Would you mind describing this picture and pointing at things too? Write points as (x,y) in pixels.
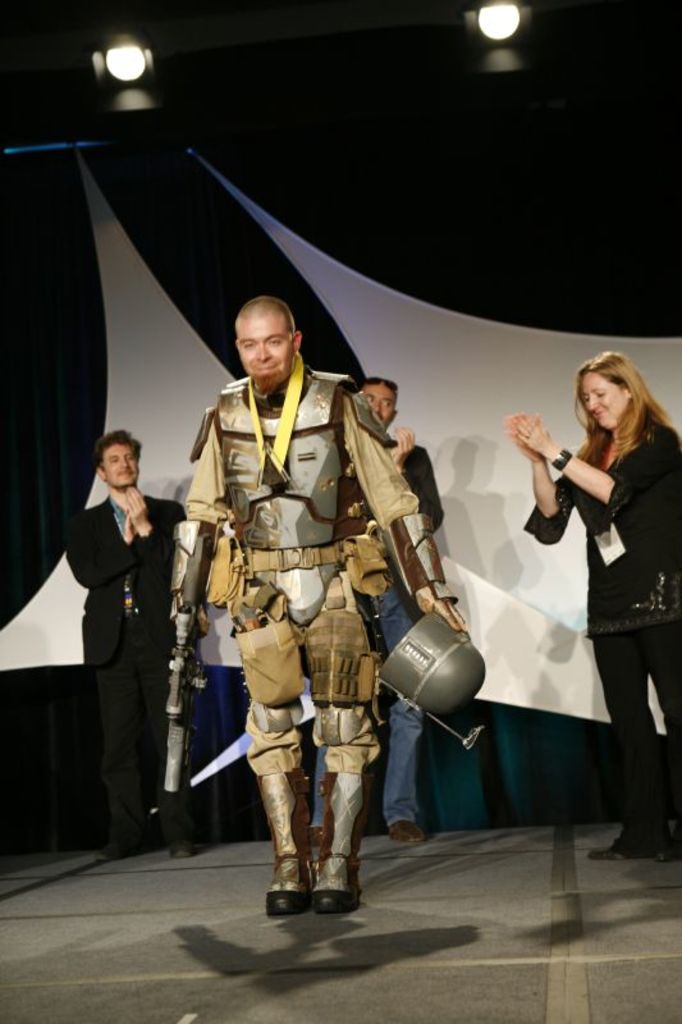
In this image we can see a man (226,473) is standing on the floor (288,919) and holding a gun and helmet (418,678) in his hands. In the background (648,789) we can see few persons (154,535), curtain (89,432) and lights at the top (138,95).
